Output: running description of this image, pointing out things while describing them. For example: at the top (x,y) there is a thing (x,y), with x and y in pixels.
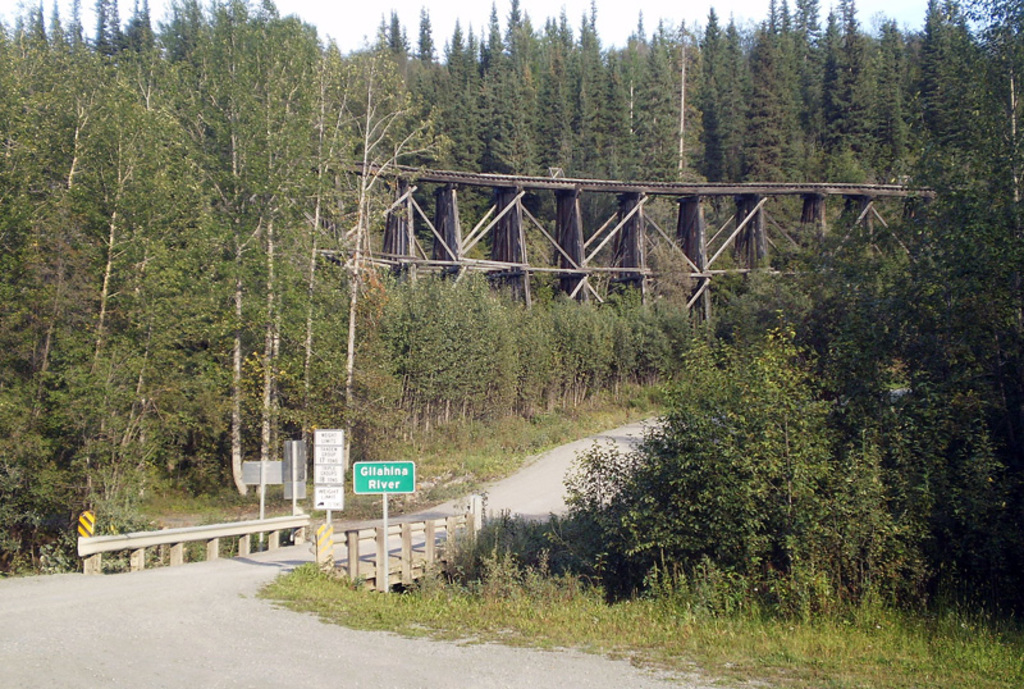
In this image I can see a green color board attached to the pole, background (78,384) I can see trees (560,402) in green color, a bridge (576,211) and the sky (415,23) is in white color.
